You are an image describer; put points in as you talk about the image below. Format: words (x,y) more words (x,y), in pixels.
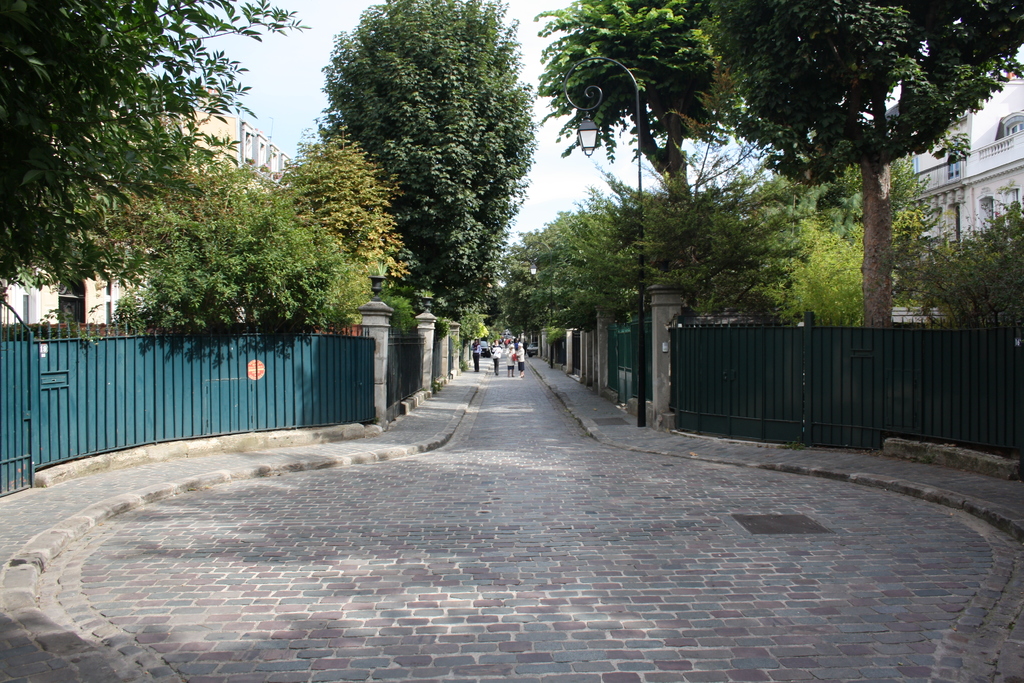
In this image we can see a group of people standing on the pathway (537,393). We can also see the metal fence (334,423), a street pole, a group of trees (579,299), urns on the pillars (383,348), some buildings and the sky (579,199).
